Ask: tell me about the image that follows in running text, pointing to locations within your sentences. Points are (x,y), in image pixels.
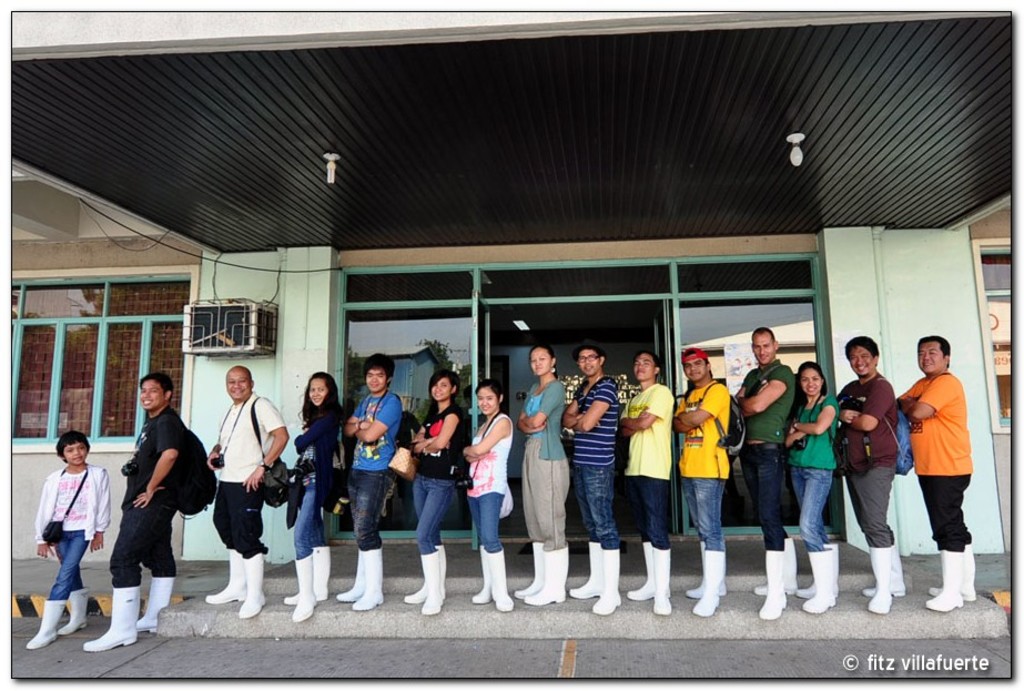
In this image I can see number of persons (255,505) wearing white colored boots (502,575) are standing. I can see the black colored ceiling (582,130), two lights (800,140) to the ceiling (780,165) and a building (275,297). I can see few windows (997,322) and the glass door (415,362) in which I can see the reflection (409,342) of a building (409,378), the sky (415,343) and few trees (440,347).
